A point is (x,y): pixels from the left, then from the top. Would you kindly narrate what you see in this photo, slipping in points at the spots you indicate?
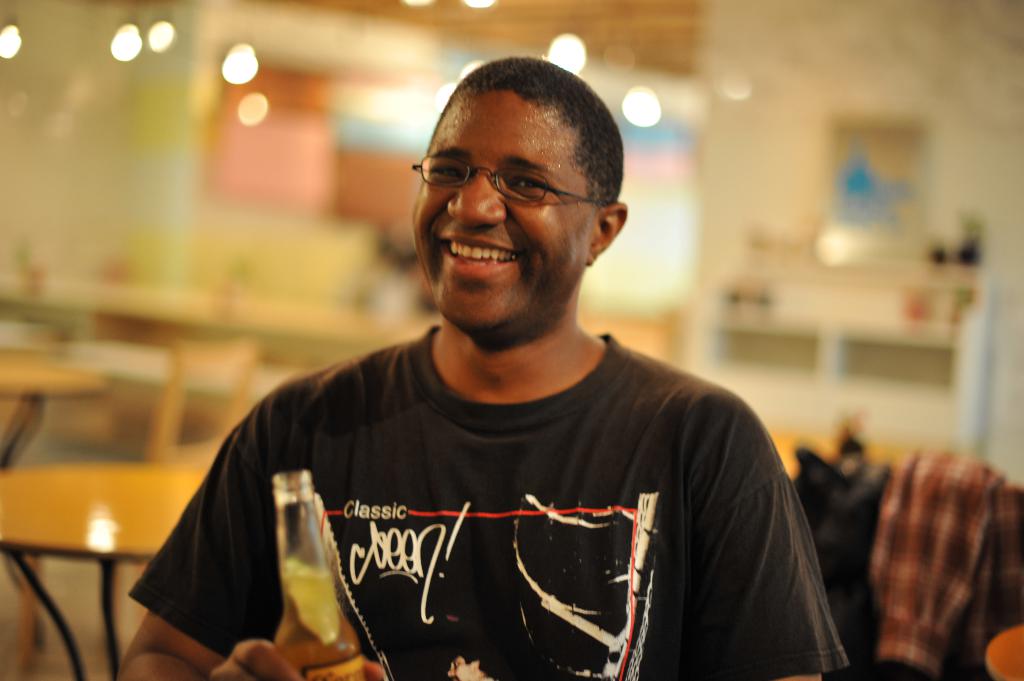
In this image I can see a man (496,471) is holding an object (315,613) in his hand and smiling.
